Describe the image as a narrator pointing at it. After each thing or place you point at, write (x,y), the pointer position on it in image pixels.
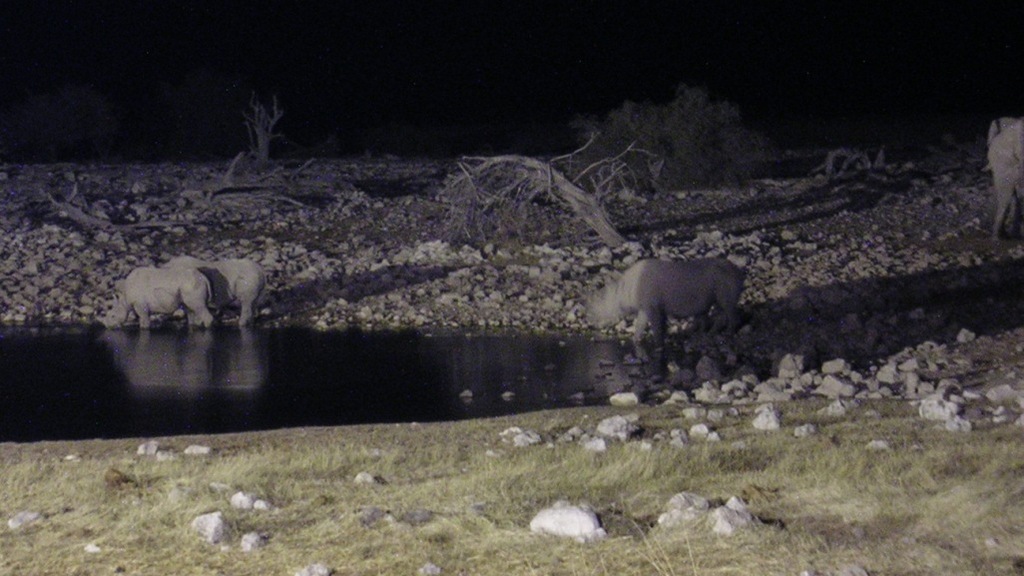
In the image there are few rhinoceros (246,309) drinking water (457,379) from the pond (348,382) and the land (413,209) is covered with stones (920,235), dry trees (519,208).
